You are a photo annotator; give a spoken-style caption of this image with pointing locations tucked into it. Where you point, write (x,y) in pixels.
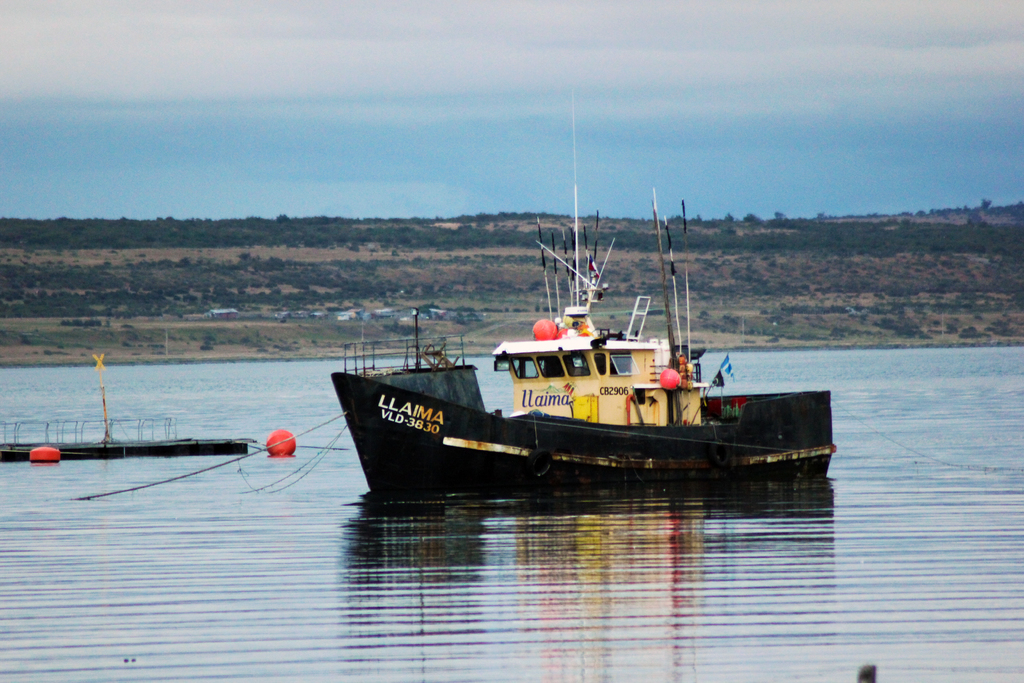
We can see ship (532,418) and red objects (285,443) above the water (263,429). In the background (203,239) we can see trees (79,233) and sky (583,118).
